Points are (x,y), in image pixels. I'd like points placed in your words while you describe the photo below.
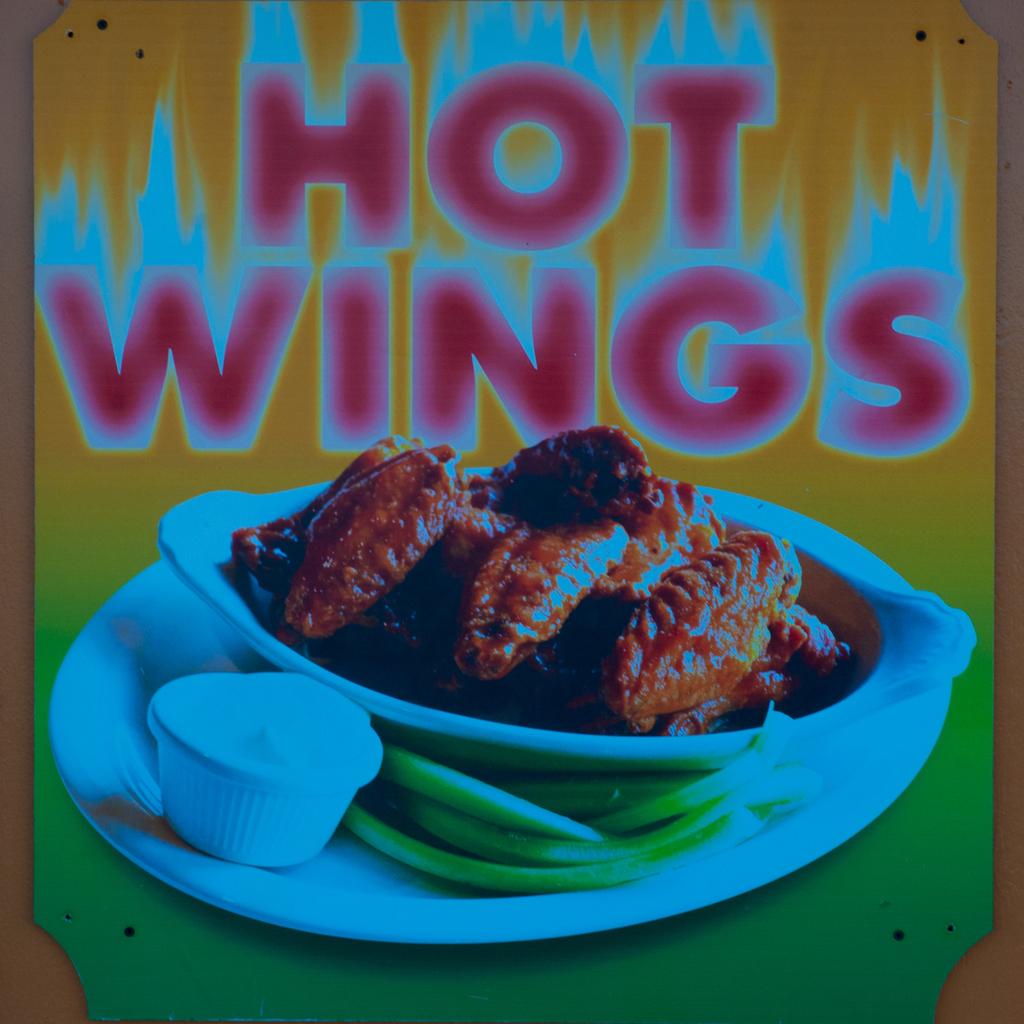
In this image there is a poster (377,582) of a food item (377,582) with text (543,386) on it.
